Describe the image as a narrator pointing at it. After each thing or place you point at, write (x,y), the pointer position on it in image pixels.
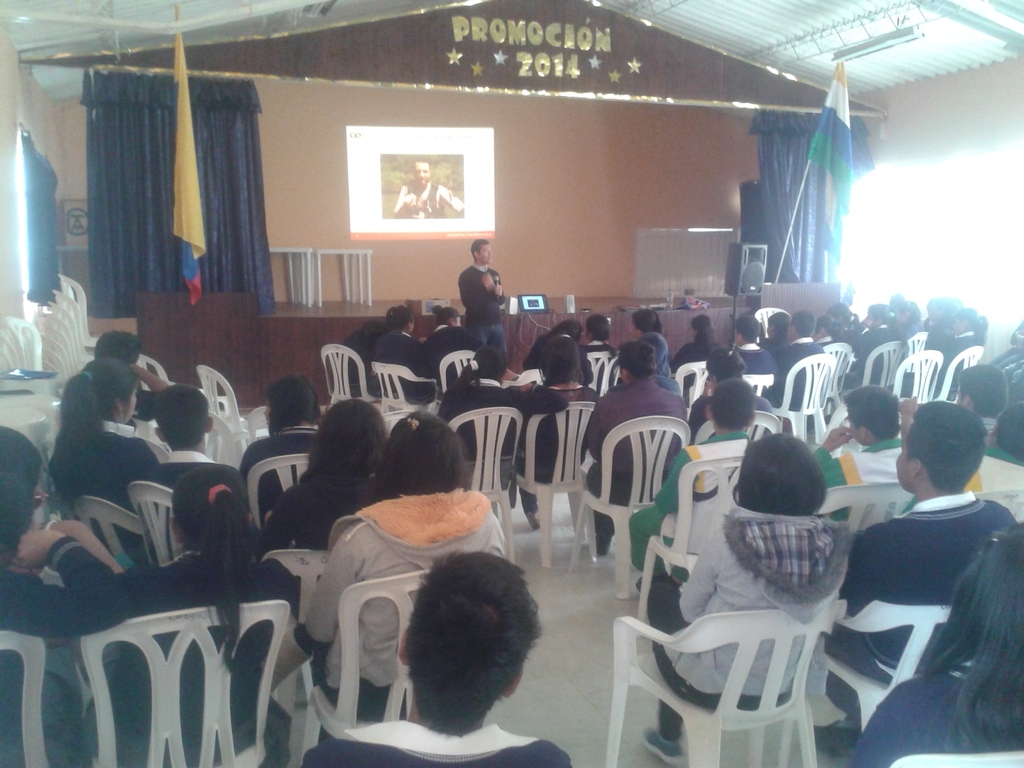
In the picture we can see some group of persons (224,542) sitting on chairs (374,590) in a closed auditorium (504,120) and in the background of the picture (501,289) there is a person (495,308) standing near the stage (685,318), there is sound box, flag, projector screen (463,163) and top of the picture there is roof (634,8).
